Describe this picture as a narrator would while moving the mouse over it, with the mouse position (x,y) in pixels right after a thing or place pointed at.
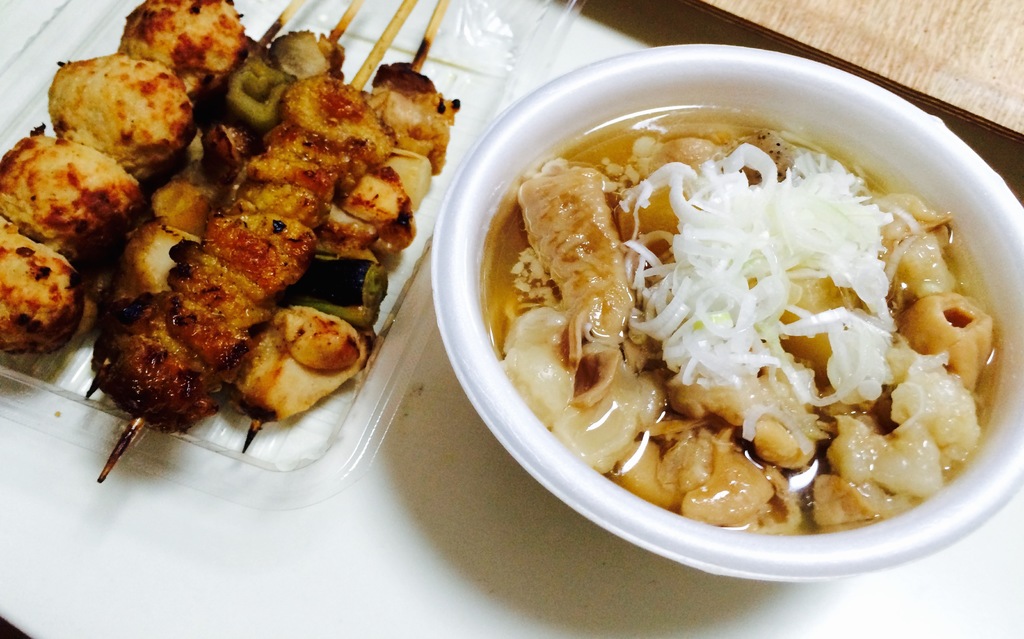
In this image, I can see a tray (268,438) of brochette (313,383) and a bowl (509,405) are placed on the table (496,510). This bowl (493,399) contains of soup (546,270), meat (594,301) and few other ingredients (805,347) in it.
